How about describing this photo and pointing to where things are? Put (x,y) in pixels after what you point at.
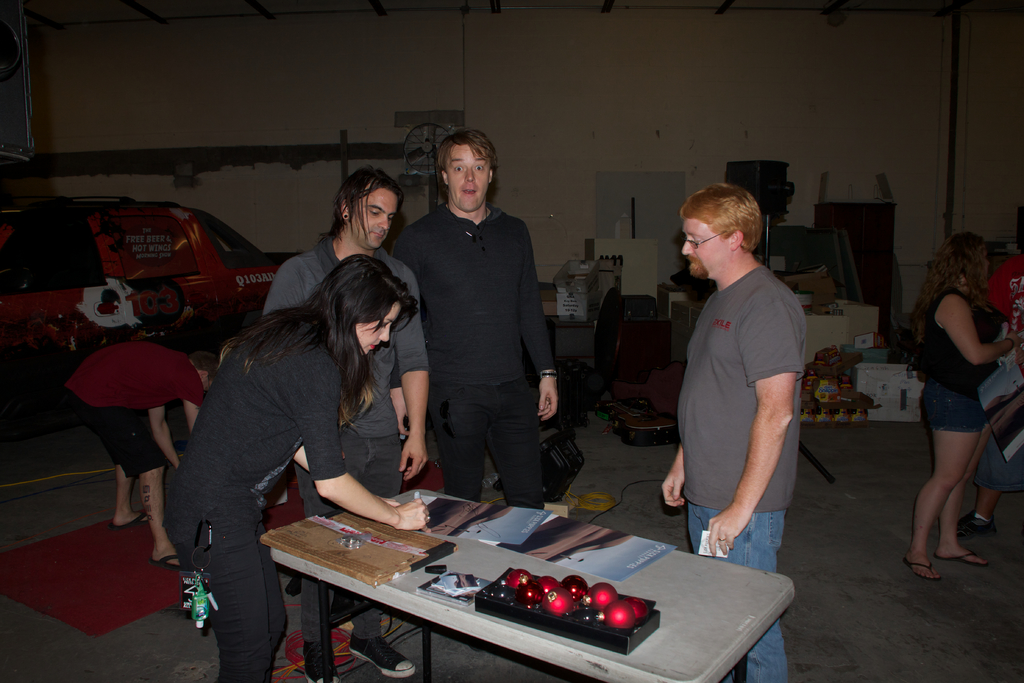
These persons (348,316) are standing. On this table (643,668) there is a ball (581,593), box (519,611) and book (457,598). On floor (805,442) there are things (871,393). Red carpet (134,588) on floor (159,633). Far there is a vehicle (143,293).
